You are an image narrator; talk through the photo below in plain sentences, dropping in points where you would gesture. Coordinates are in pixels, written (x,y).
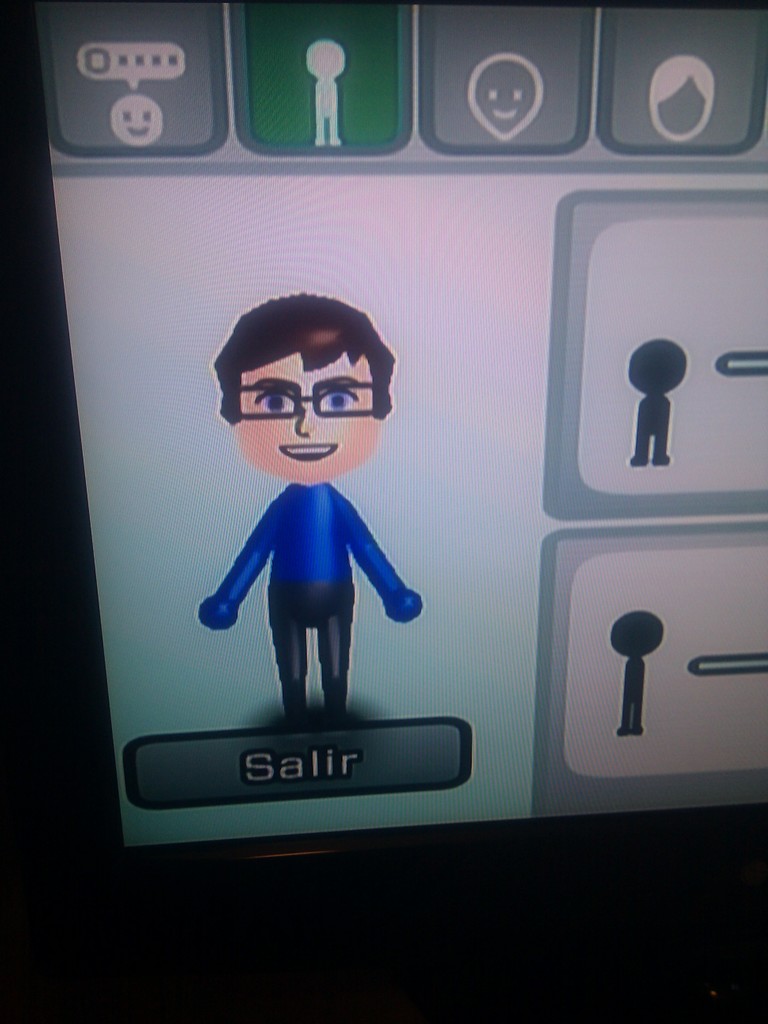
In this image I see a screen (306,419) on which I see the depiction of the boy (312,462) and I see a word (333,748) written over here and I see the symbols (473,75) and it is dark on the side and over here.
